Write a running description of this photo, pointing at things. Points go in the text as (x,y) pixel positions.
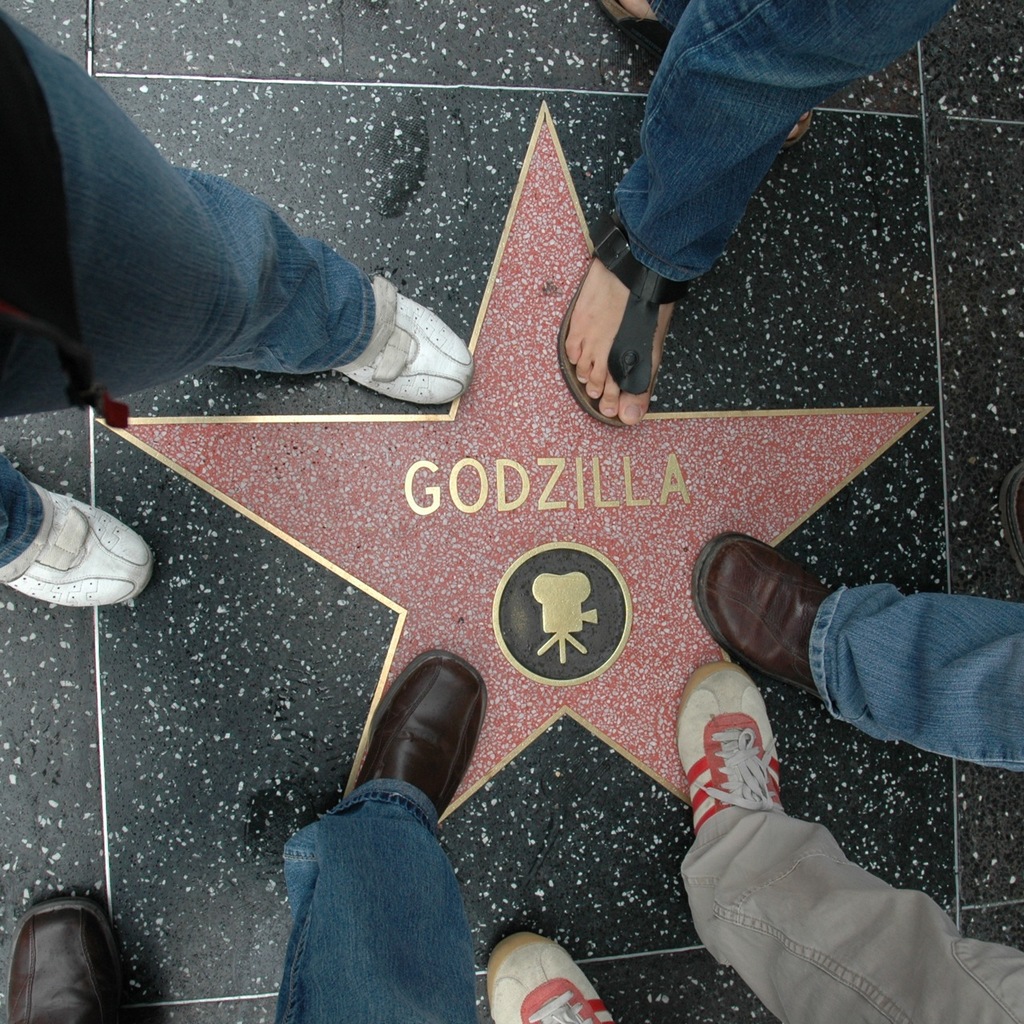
In this image there are feet (402,716) of a few people (608,336) placed on the surface (587,564) with a logo (455,402).
